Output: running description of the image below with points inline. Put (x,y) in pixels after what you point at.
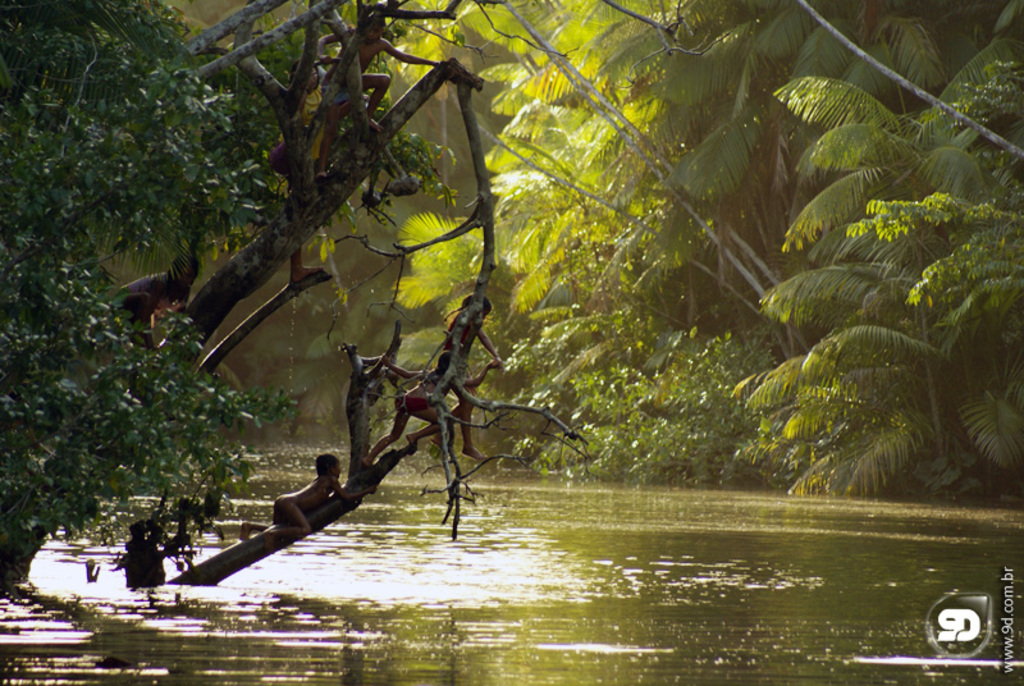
In this image we can see group of children's (378,95) on the branches (348,112) of a tree (82,438) in the water (879,578). In the background (993,227), we can see a group of trees (621,225) and in the bottom (1004,650) we can see a logo (962,614) and some text (1007,599).
